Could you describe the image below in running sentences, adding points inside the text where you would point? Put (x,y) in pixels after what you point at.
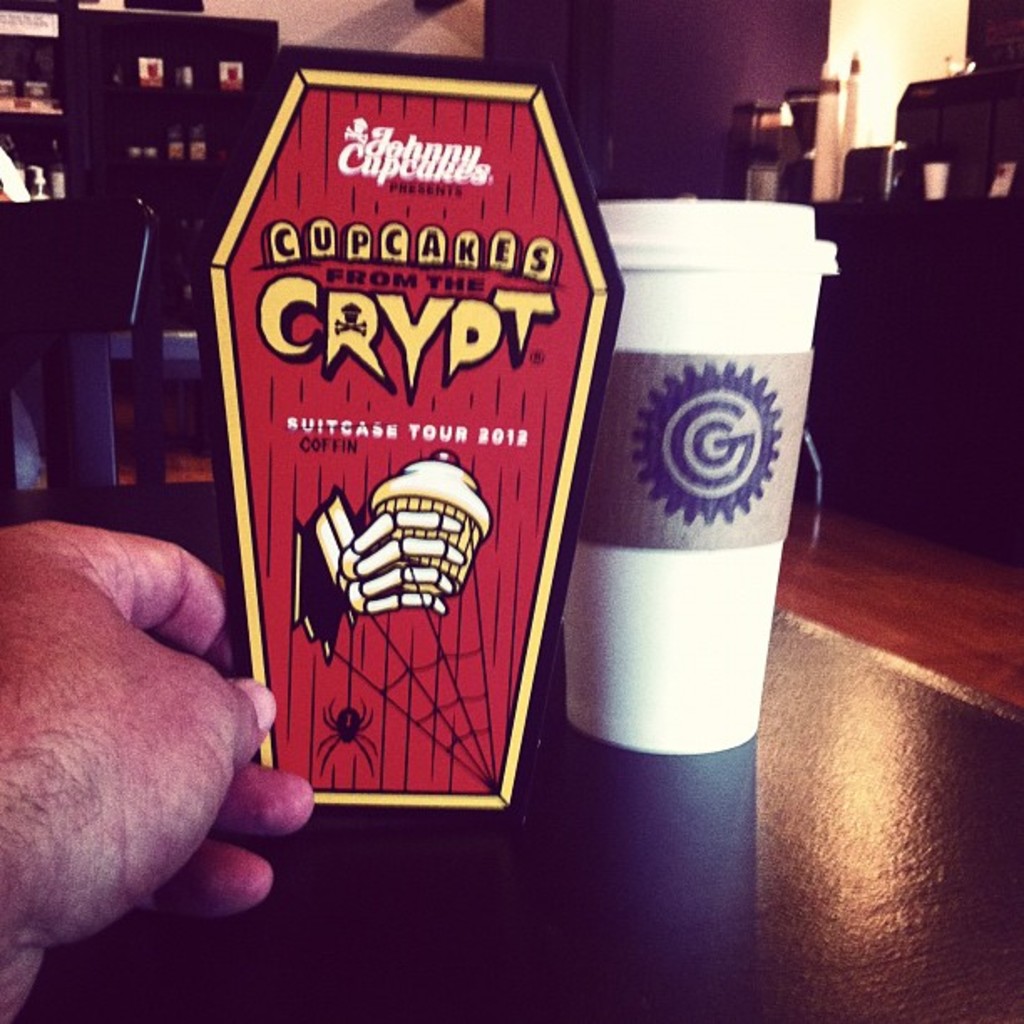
In the picture I can see a glass (642,489), a person's hand (119,774) and some other objects (407,709) on a black surface (584,808). In the background (851,5) I can see wall (642,43) and some other objects (66,123).
